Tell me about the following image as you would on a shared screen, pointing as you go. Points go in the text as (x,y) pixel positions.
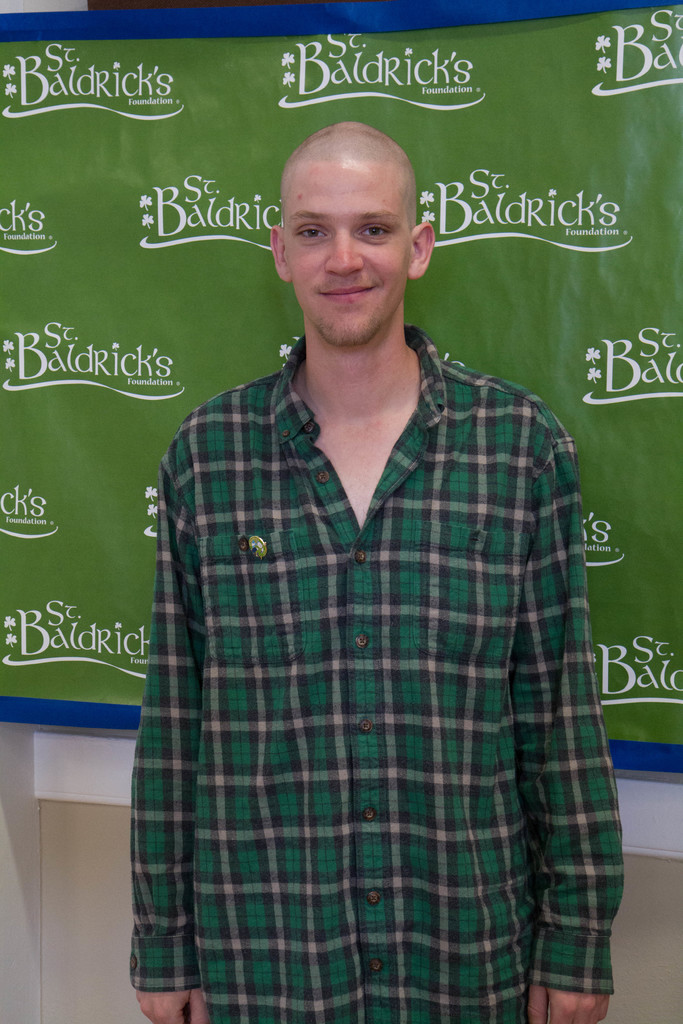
In this image we can see a man (366,621) and he is smiling. In the background (87,642) we can see a banner (531,339) and wall (621,918). On the banner (670,124) we can see something is written on it.
